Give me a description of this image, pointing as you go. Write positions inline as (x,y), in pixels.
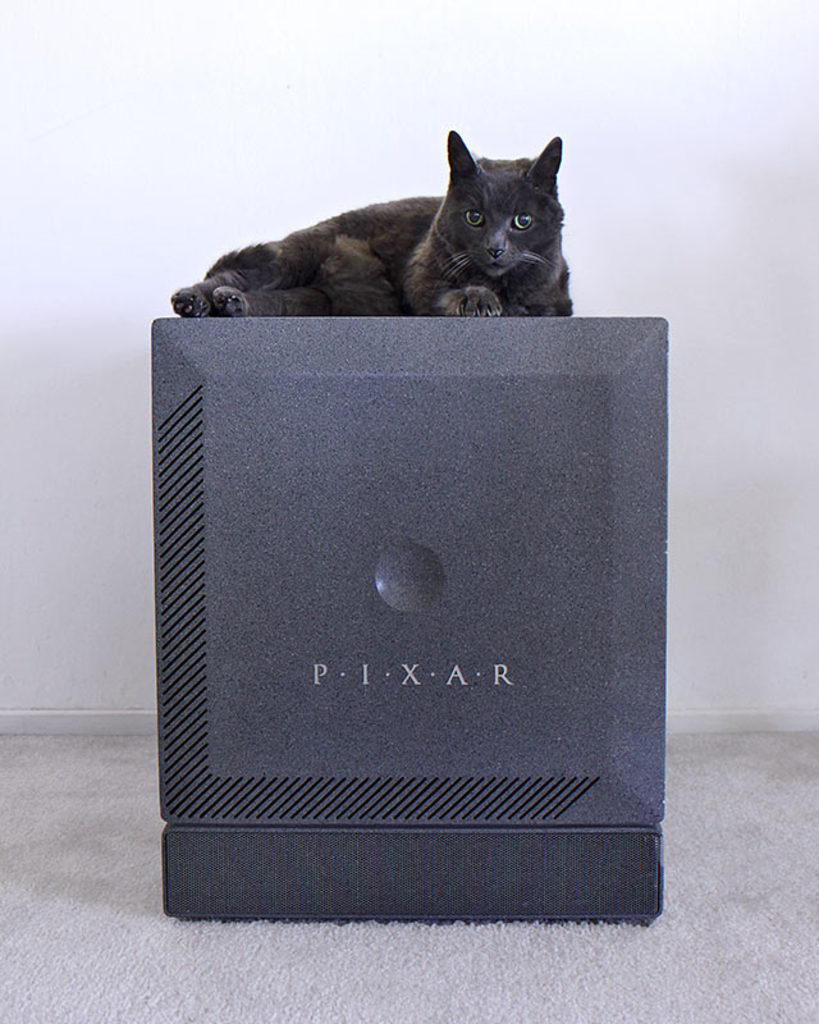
In this image a black cat (353,288) is lying on an object (534,642) which is on the floor (493,993). Background (749,539) there is a wall (93,717).
